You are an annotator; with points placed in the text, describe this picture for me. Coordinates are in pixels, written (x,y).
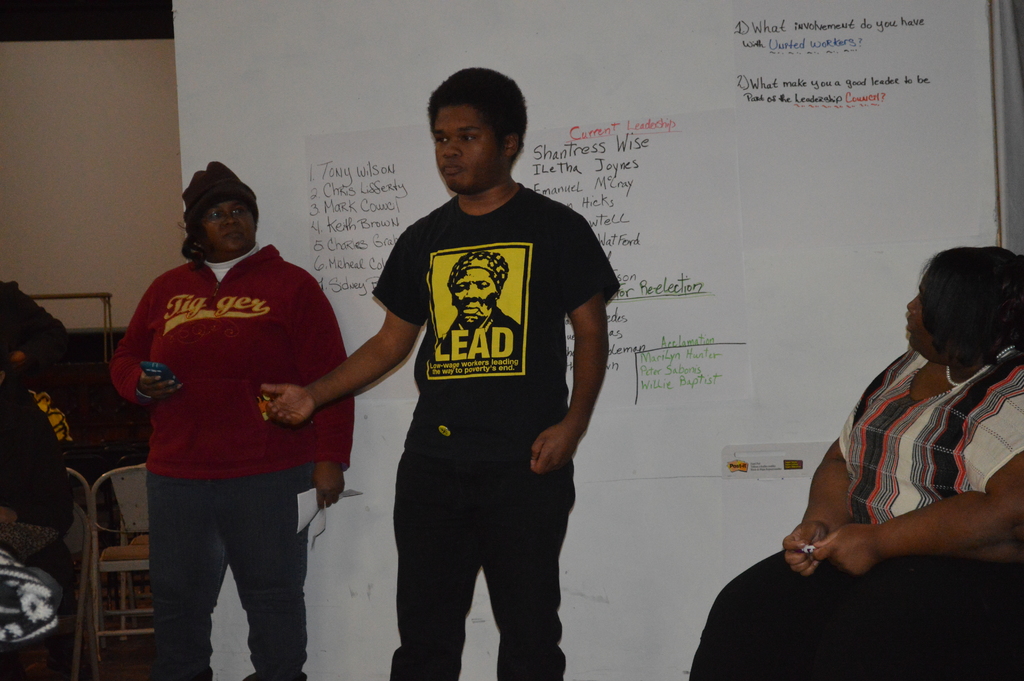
In the center of the image (560,227) there are people (448,546) standing. At the background of the image (579,121) there is a white board (686,176). There is a wall (15,164). There is a chair (86,539) to left side of the image (82,617). To the right side of the image (945,301) there is a lady (997,364) sitting.
